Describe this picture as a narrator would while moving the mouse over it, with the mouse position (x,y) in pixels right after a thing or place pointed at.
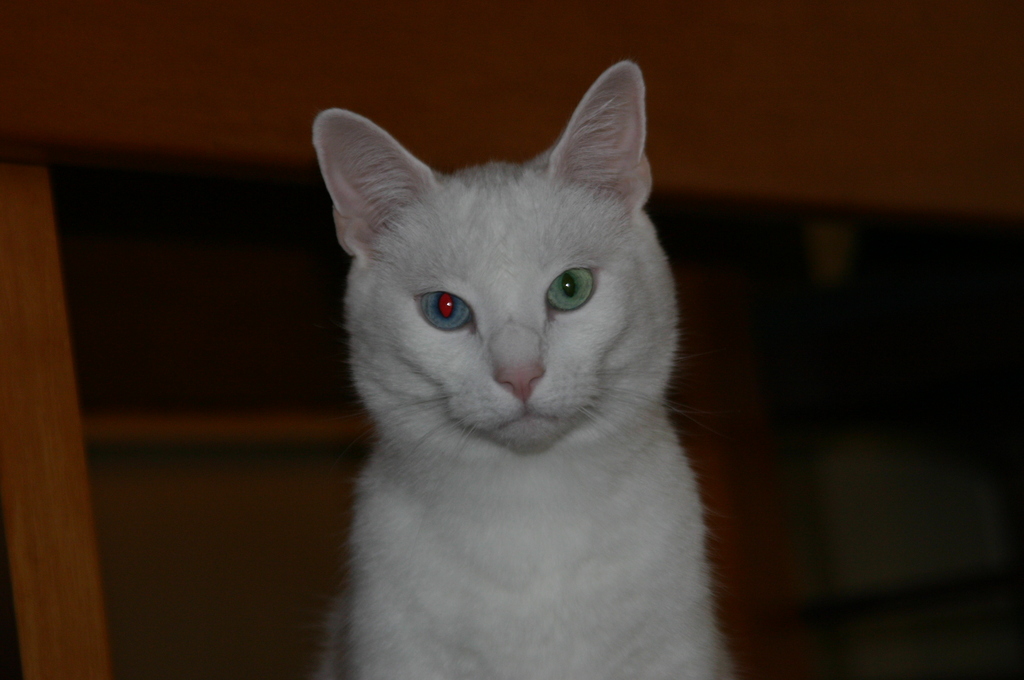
In this image I can see a white colour cat (502,336). I can also see this image is little bit in dark from background (810,570).
